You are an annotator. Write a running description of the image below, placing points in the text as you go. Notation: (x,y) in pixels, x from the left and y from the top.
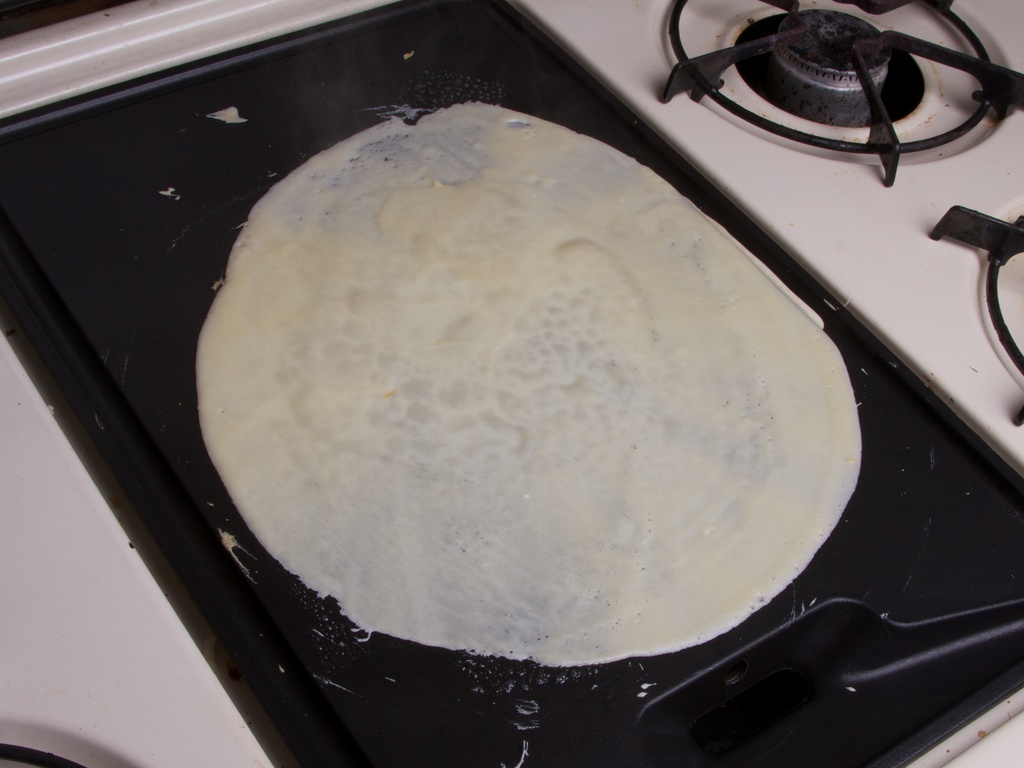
In this images I can see a pancake dough (723,391) on a gas stove (646,63).
